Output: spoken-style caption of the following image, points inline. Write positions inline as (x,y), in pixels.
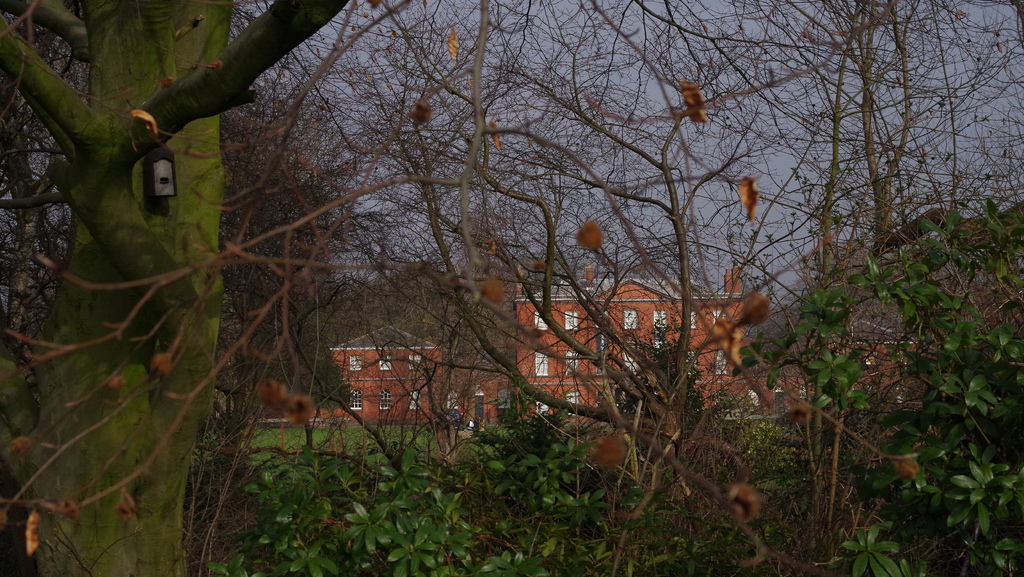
In this image there are few buildings (521,363). Before it there is a grassland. Front side of image there are few plants (381,541) and trees (180,41). Behind there is sky (729,122).
